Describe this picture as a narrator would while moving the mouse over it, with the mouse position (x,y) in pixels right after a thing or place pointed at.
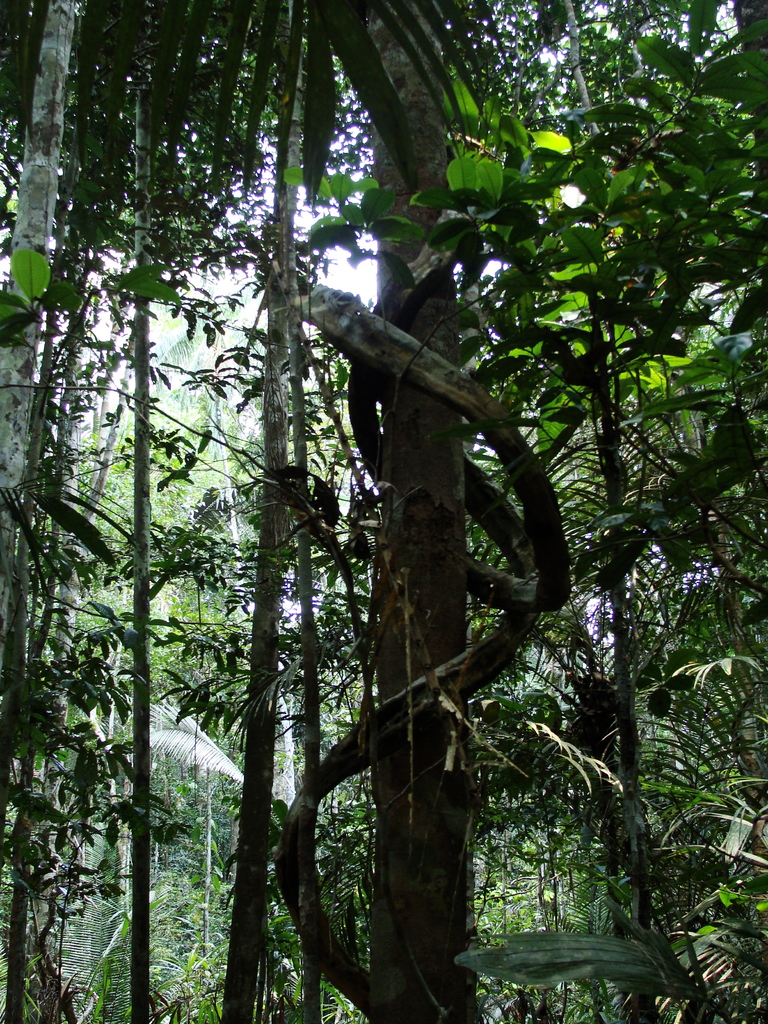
In this picture we can see few trees (423,449).
